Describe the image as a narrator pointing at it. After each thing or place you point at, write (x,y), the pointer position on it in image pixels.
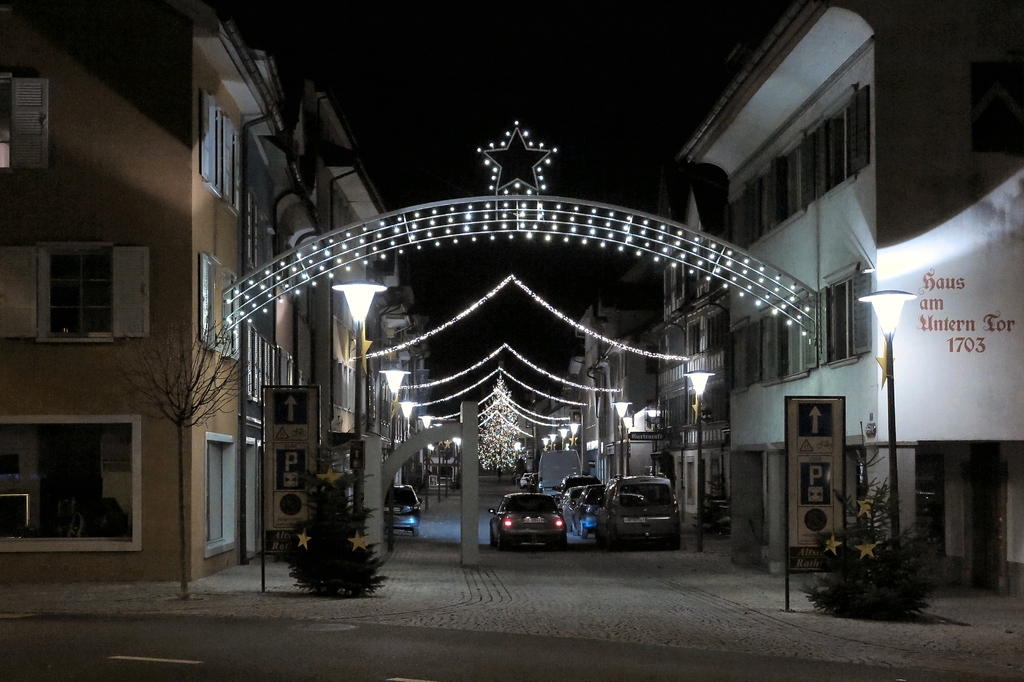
In this image we can see buildings (109,246), windows (59,252), doors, plants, boards (816,479) on the poles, light poles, trees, decorative lights (675,224), vehicles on the road (753,611) and there are texts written on the wall (1013,389) on the right side (1011,335). In the background (528,94) the image is dark.
